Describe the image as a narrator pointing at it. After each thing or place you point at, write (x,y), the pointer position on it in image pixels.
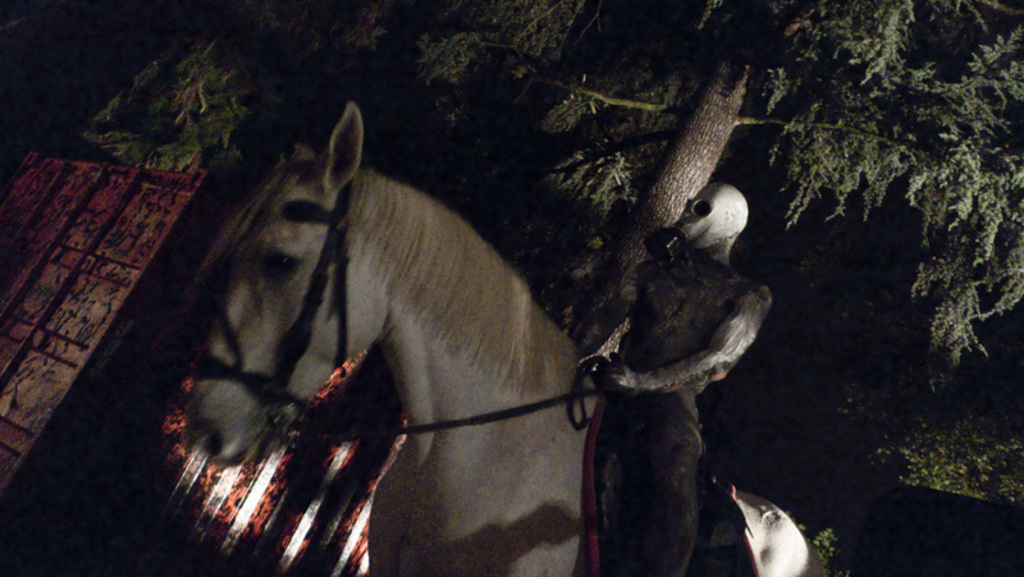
There is a person (712,347) sitting on a horse (536,384) and holding a rope (587,384). Background (814,149) we can see trees (857,67).
